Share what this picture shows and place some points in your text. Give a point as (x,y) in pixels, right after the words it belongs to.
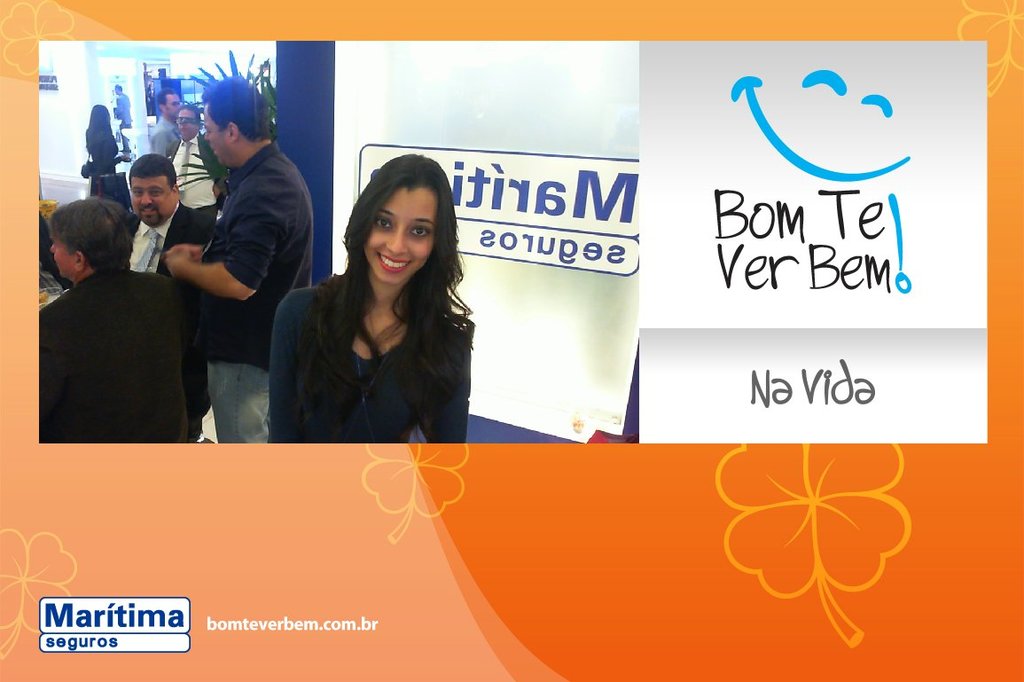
In this image I can see group of people (200,382), in front (438,396) the person (434,357) is wearing blue color dress (358,434). Background (581,206) I can see a banner (378,89) in blue and white color, a person (195,233) wearing black blazer (171,241), white shirt (138,239) and a plant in green color.
